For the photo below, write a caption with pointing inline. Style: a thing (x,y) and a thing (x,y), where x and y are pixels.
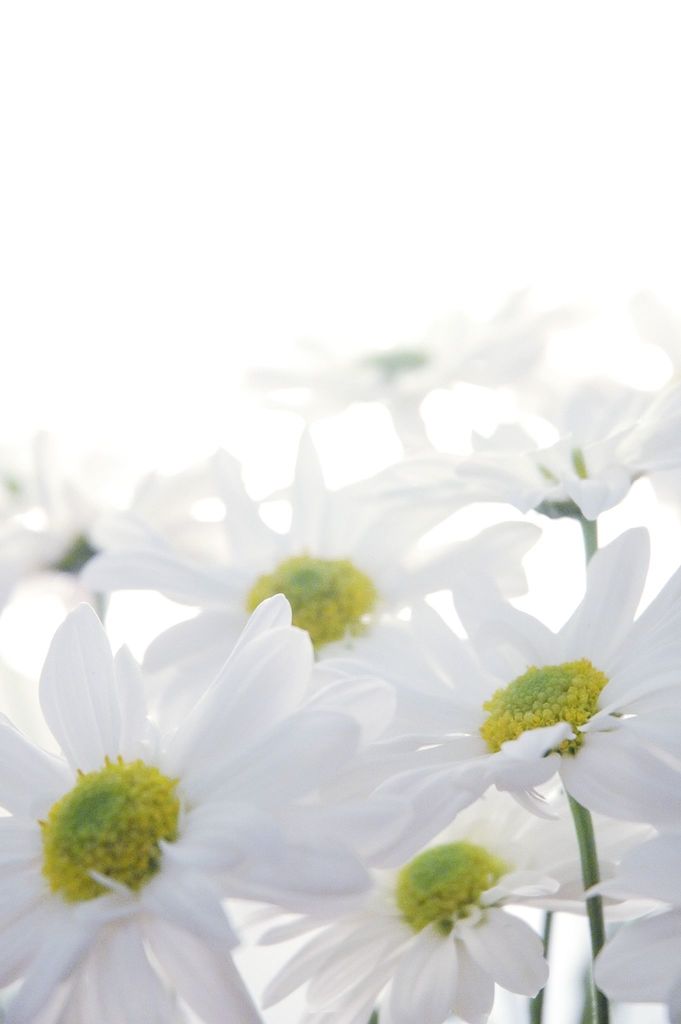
In this picture I can see there are a bunch of flowers (367,624) attached to the stems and the backdrop of the image (392,94) surface (392,94) is white.
